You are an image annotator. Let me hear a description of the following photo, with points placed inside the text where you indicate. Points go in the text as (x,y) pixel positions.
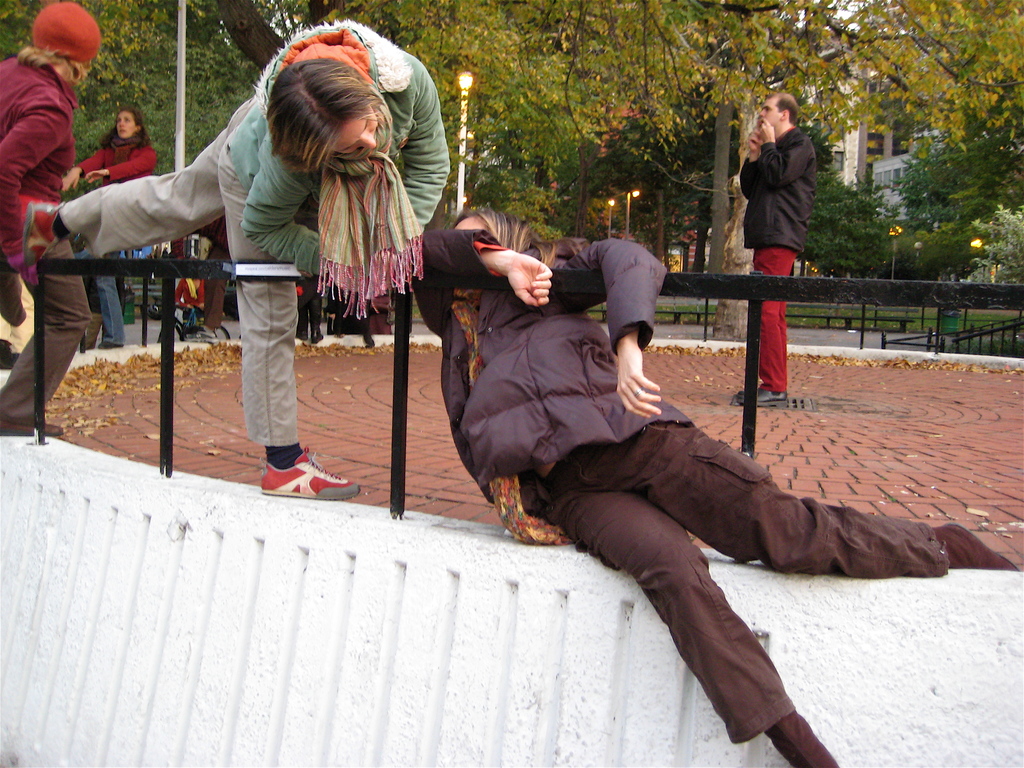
On the left side (331,490), there are two persons (476,226) holding a fence (847,292). And they are on the white wall (430,542). In the background (39,85), there are other persons (44,75), there are trees (1004,105) and there is a building (844,142).
